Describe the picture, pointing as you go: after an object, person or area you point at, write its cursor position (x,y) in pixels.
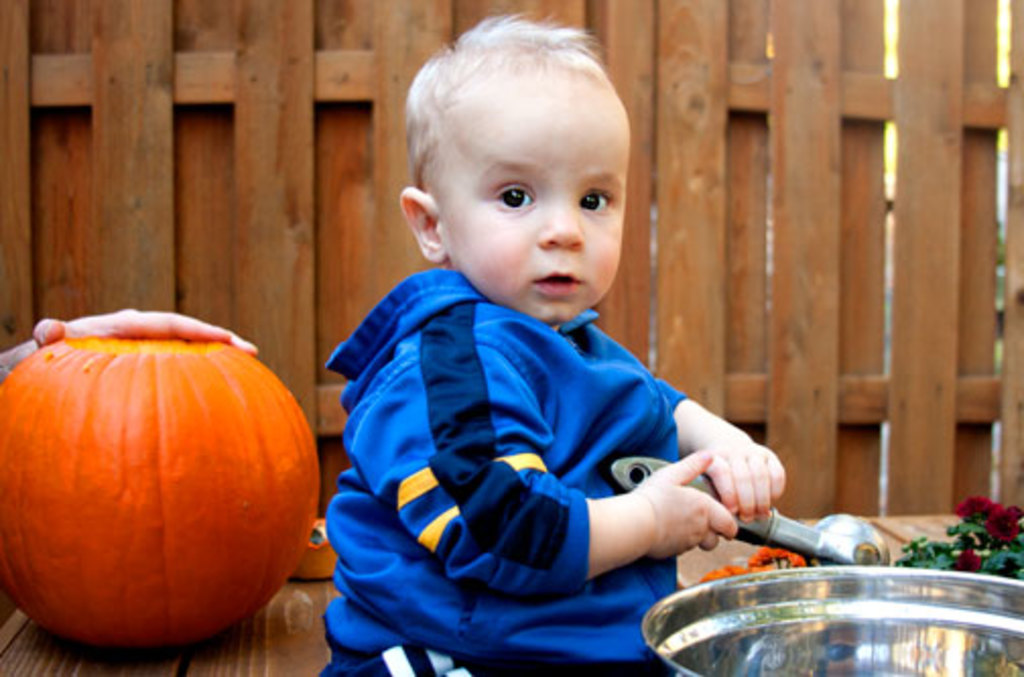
This boy (549,272) is holding an object (835,519). Background (923,320) there is a wooden wall (919,295), pumpkin (131,507) and person hand (155,318). Here we can see a container (903,602) and plant (985,543).
